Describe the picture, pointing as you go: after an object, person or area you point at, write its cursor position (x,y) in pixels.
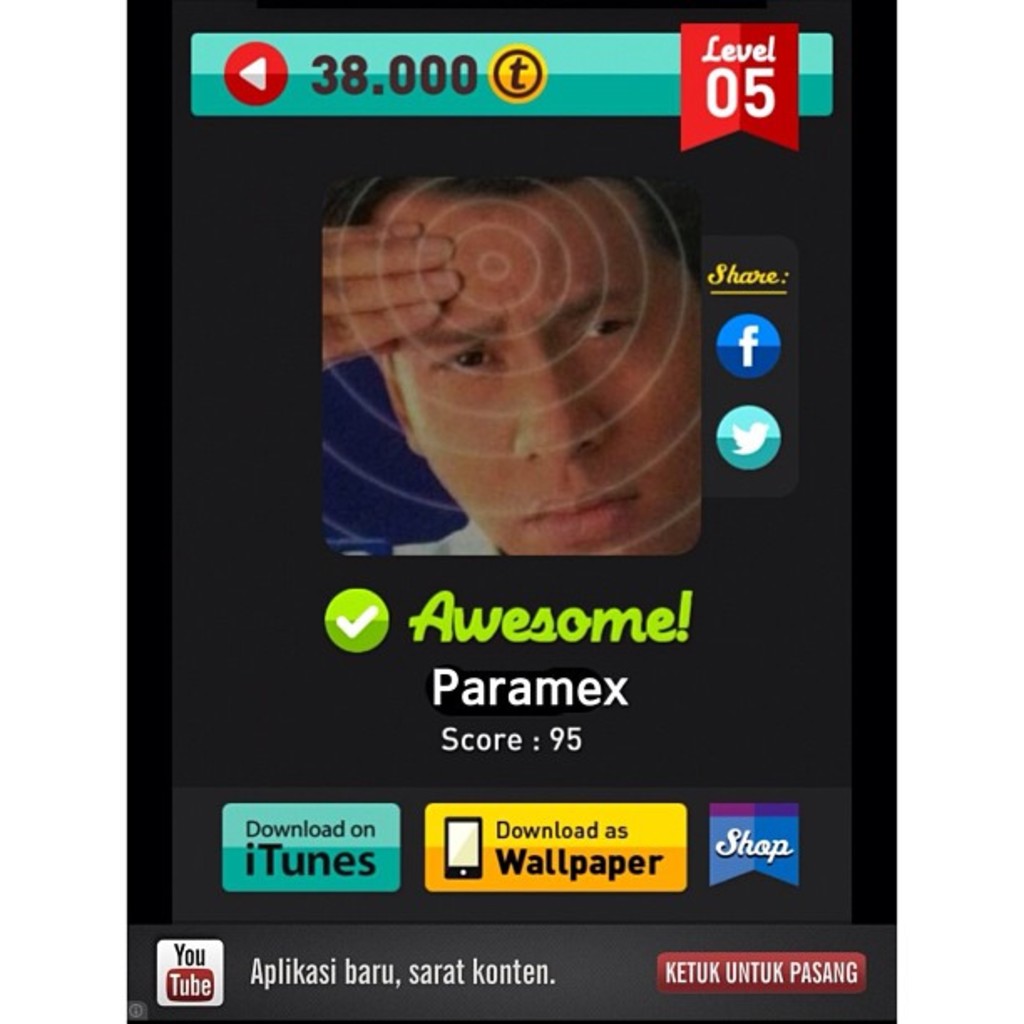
In the foreground of this poster, on the top (480,42) and bottom, there is some text (489,734) and few logos (185,971). On the top (569,313), there is a person (517,379) kept four fingers (386,251) on his forehead (515,264) and we can see shades of concentric circles (502,262) on the man (509,298).
